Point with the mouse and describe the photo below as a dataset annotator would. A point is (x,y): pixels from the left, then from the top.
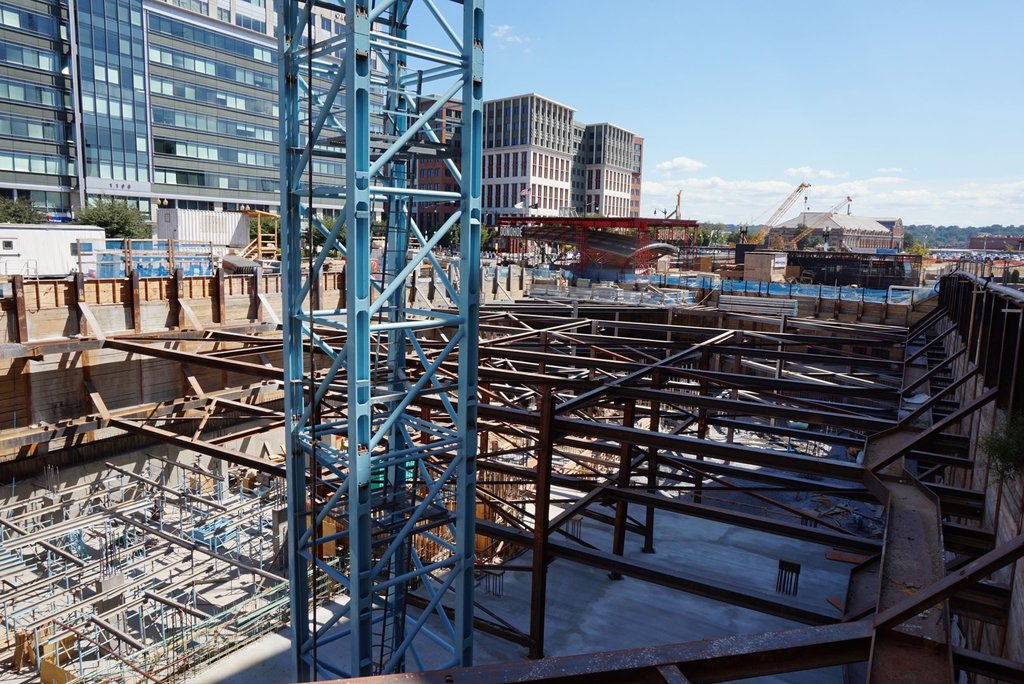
In this picture at the top right hand corner (754,119) we have the sky (734,85). At the left side of the corner we have buildings (163,129) and offices (235,113). At the right side (919,379) we have iron rods (866,380) and machinery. In the middle (373,331) we have equipments (461,505) and cranes (353,612).
